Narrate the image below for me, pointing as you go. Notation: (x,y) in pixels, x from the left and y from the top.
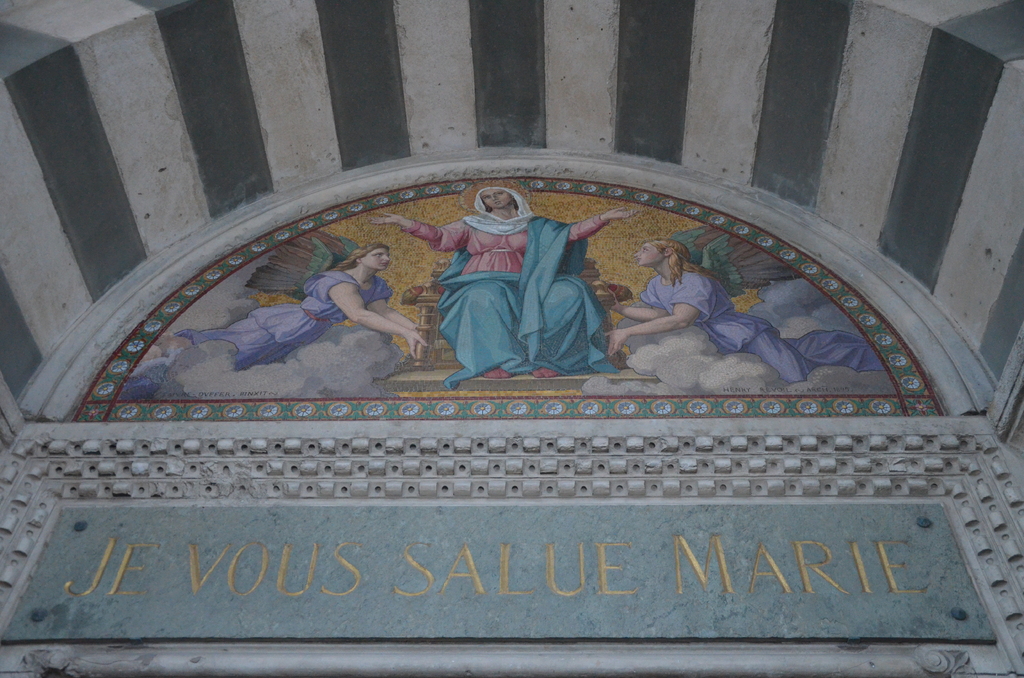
In this image there is a wall (605,485). On the wall (257,511) there are paintings (471,303) of the people (570,278) and text (315,555) on the walls (454,571).
